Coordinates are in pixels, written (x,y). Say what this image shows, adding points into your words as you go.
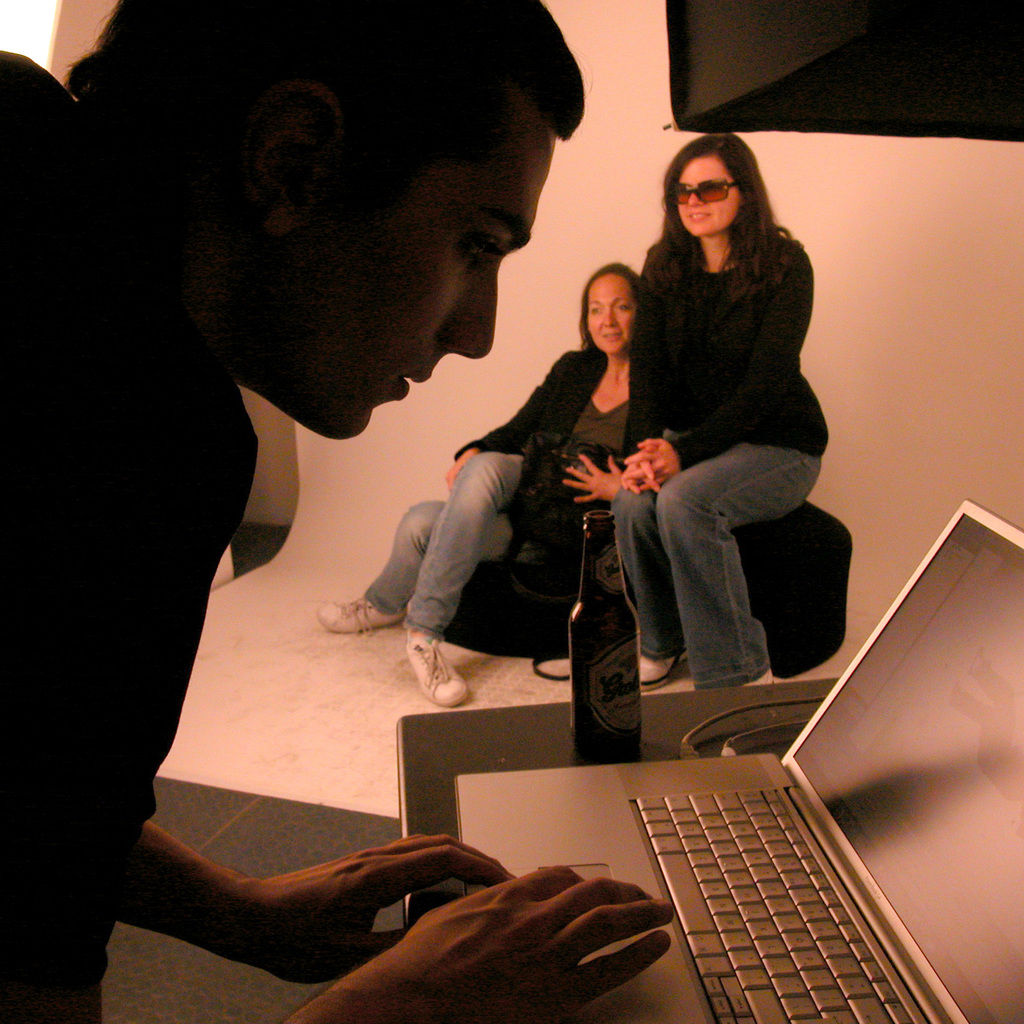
In this image, we can see two persons (688,406) wearing clothes (737,455) and sitting on the seat (806,610). There is a person (85,508) the left side of the image (124,530) using a laptop (646,821). There is a bottle (582,670) on the table (465,749).
